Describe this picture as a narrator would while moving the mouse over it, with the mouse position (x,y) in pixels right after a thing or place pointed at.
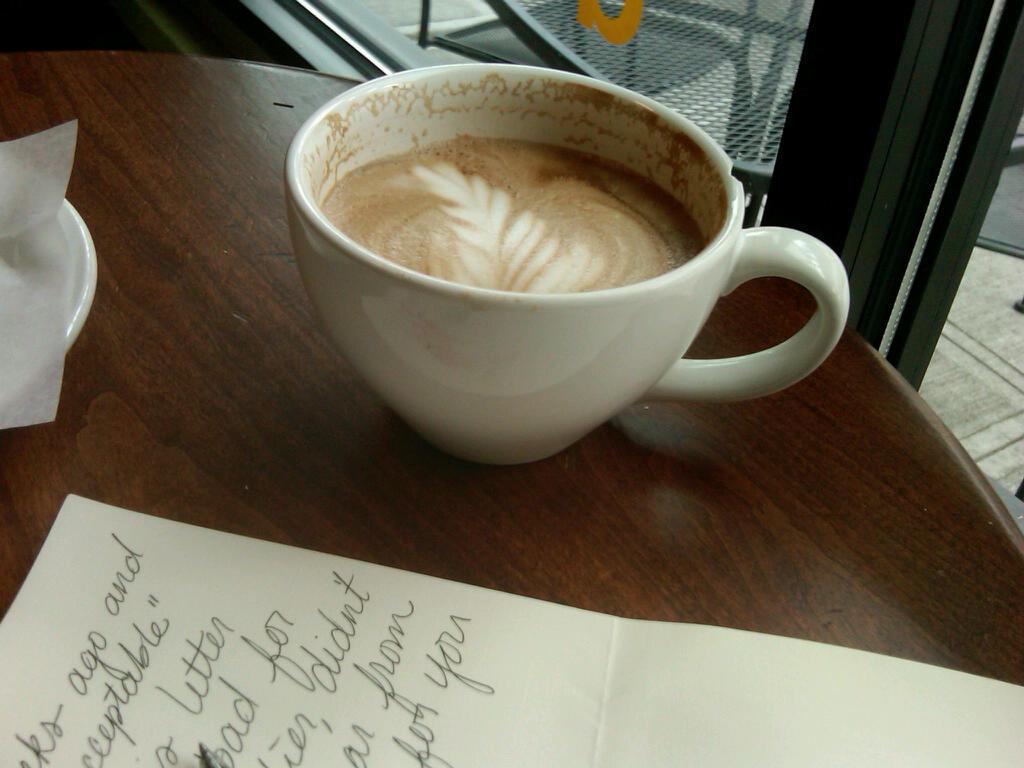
This is a zoomed in picture. In the center (598,449) there is wooden table (653,522) on the top of which a paper (79,541) is placed and we can see the text (373,688) is written on the paper (579,686) and there is a coffee cup (515,313) containing a coffee (480,211) and some other items (58,270) are placed. In the background (766,11) we can see the metal rods (911,198), door (929,180), net (687,53) and some other object (619,39).
